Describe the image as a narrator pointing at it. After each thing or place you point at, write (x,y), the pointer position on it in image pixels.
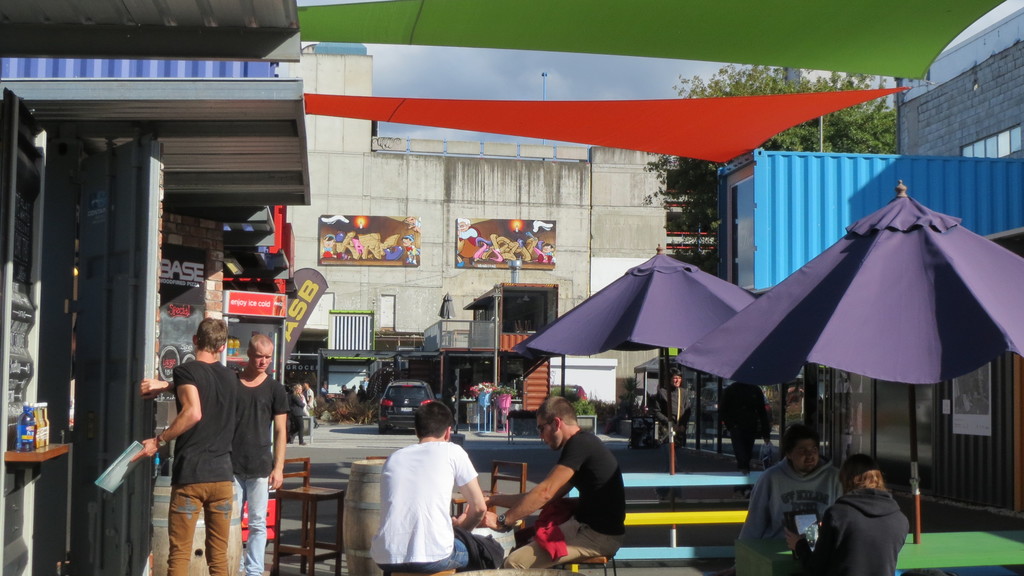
In this picture there are people (800,494) those who are sitting on the chairs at the bottom side of the image (422,406) and there are other people (264,406) and a car (394,393) in the image and there are stalls (253,134), buildings (374,197), posters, and trees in the image.
